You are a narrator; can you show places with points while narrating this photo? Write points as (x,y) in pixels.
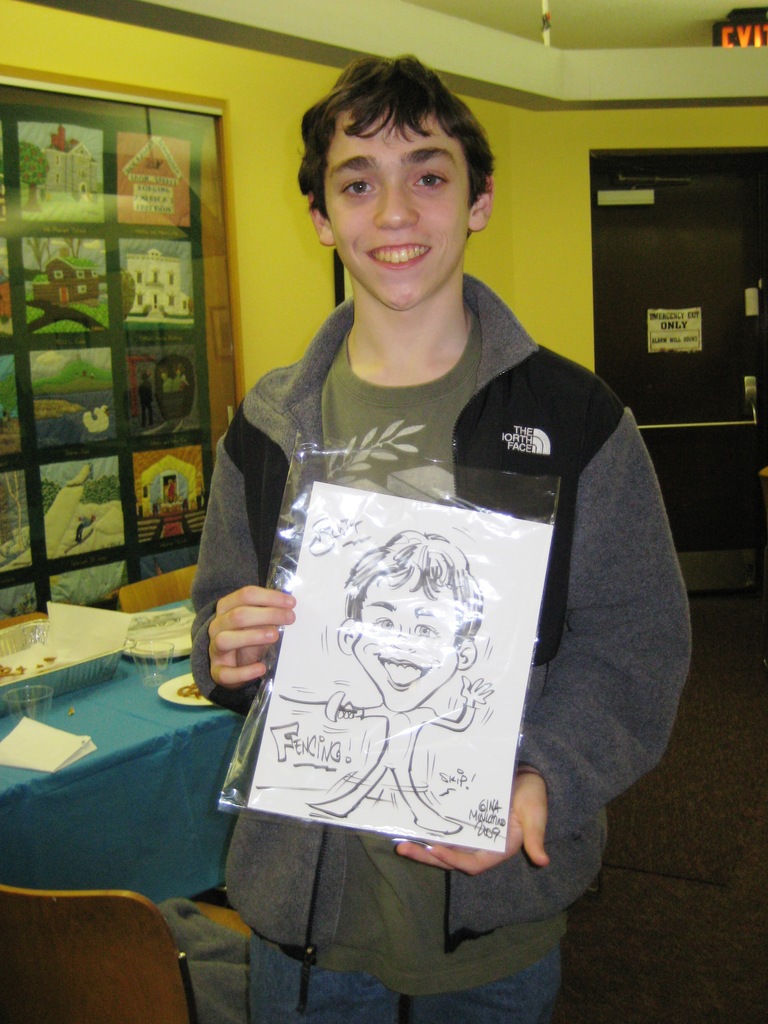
In this picture we can see a man (455,216), he is smiling and he is holding a paper (349,673), in the background (168,646) we can find few glasses (149,645), basket (102,673) and plates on the table (152,712).
